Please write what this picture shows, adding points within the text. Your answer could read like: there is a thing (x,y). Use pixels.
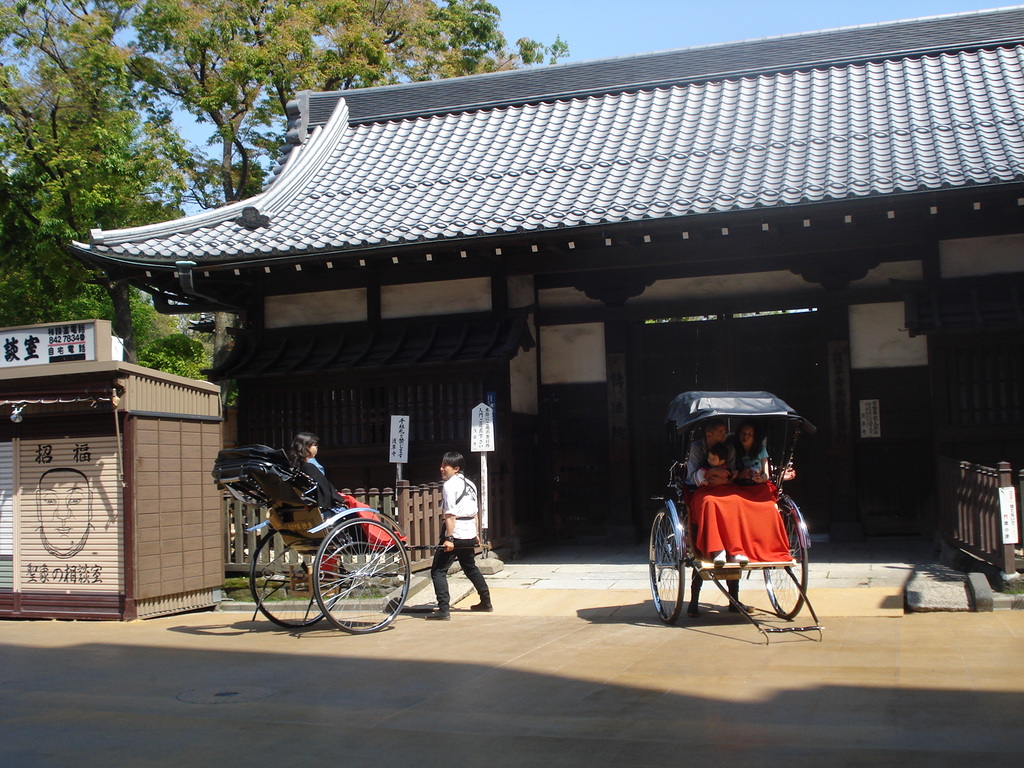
In the image we can see there are people (708,445) sitting in the vehicle (682,493) and there is a person (443,533) holding the iron rods (419,552) of the vehicle (353,547). There is a shop (63,507) and behind there are trees (17,196). There is a building (547,225) and there is a clear sky (533,36).
